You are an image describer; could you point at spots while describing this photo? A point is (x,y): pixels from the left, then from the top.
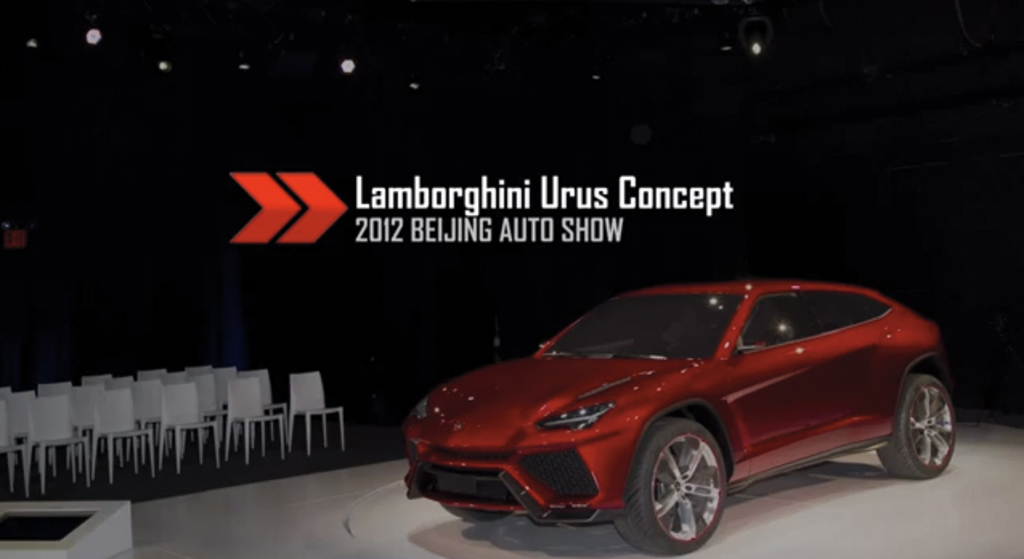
In this picture we can see a red color car (721,422) in the front (725,410), on the left side (206,423) there are chairs (113,421), we can see some text (478,217) in the middle (540,206), there is a dark background (870,53), we can also see some lights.
